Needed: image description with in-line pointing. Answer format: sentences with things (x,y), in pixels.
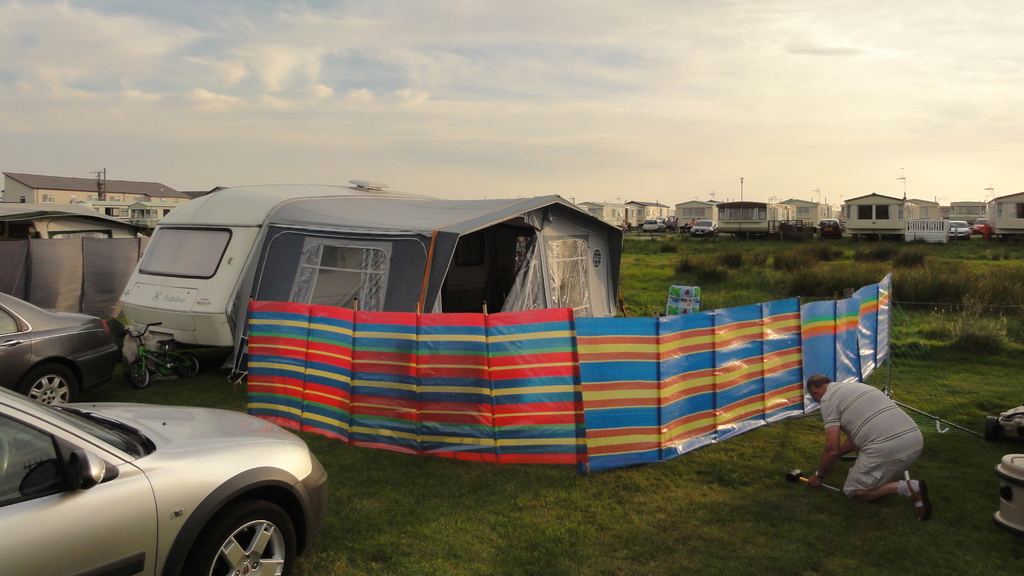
In this image I can see few vehicles (188,456). In front (231,471) the vehicle (133,467) is in white color and I can also see a person (914,482) and the person (912,482) is wearing white and black color dress (851,482) and holding some object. I can see the multi color fencing (619,358), background (999,205) I can see few houses (1018,200) in white, brown and cream color and the sky (382,136) is in white and blue color.
